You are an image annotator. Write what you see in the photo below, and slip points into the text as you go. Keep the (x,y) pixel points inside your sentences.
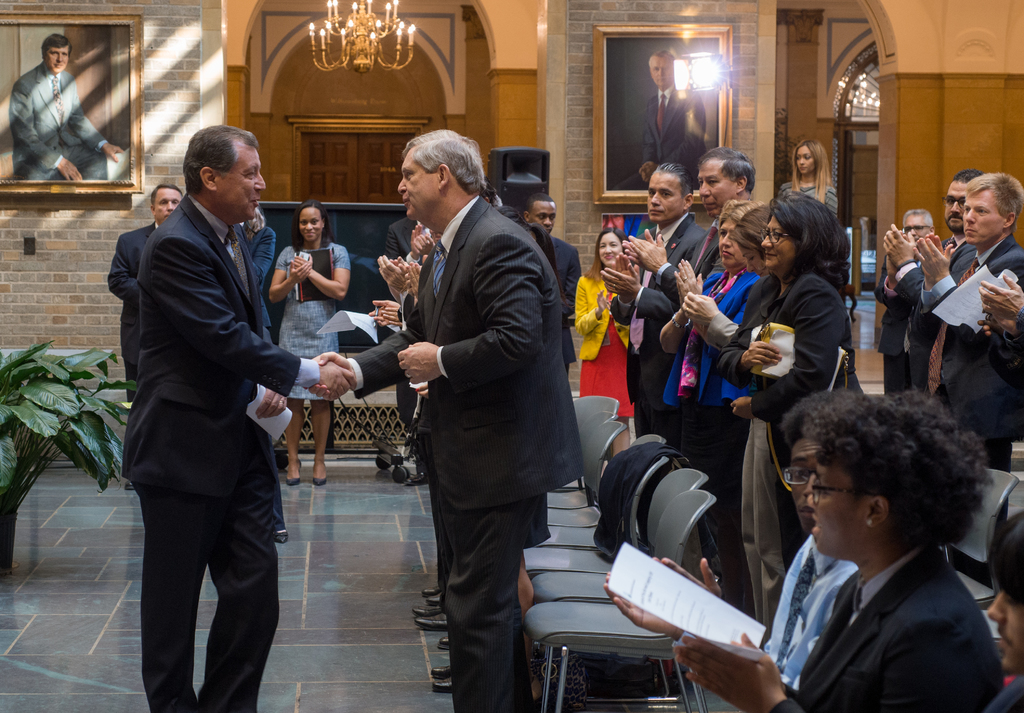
In this picture we can see some people (565,315) standing here, there are some chairs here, in the background (615,172) we can see photo frames (601,149), there is a chandelier (373,40) here, on the left side (32,356) there is a plant (75,375), a woman (931,654) in the front (931,654) is holding a paper (729,629), these people (661,367) are clapping.
